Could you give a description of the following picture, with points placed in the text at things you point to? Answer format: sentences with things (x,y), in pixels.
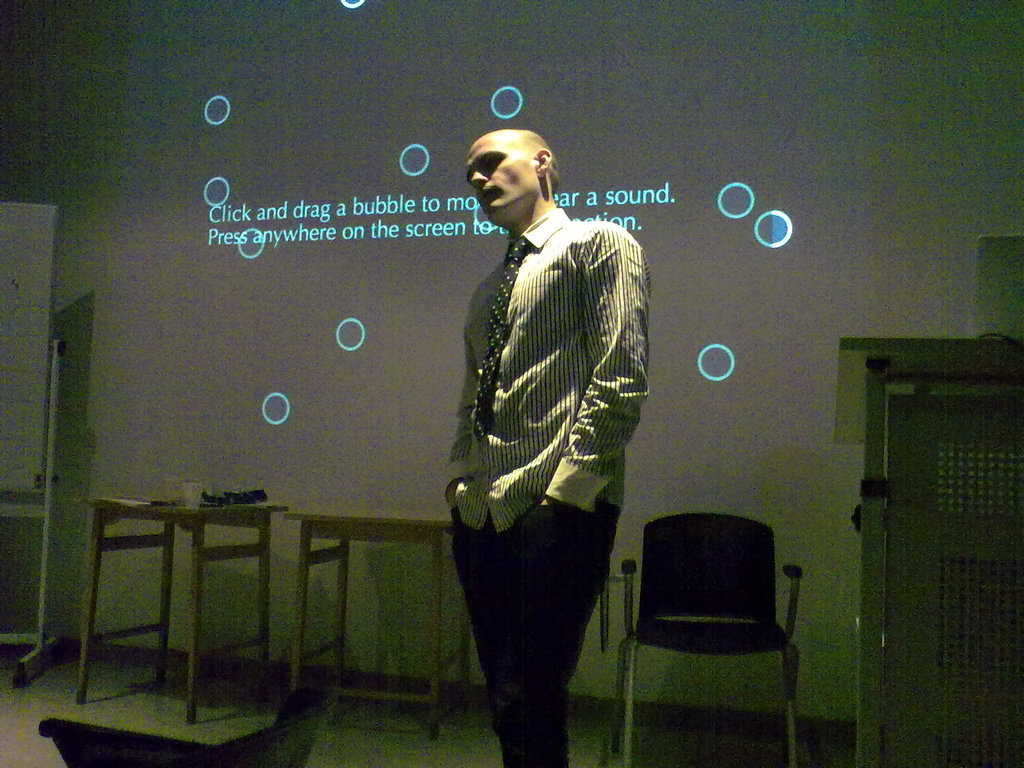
In this image a man (536,381) is standing. I can also see there are few tables (326,531), a chair (654,569) and other objects (32,482) on the floor (220,721).
